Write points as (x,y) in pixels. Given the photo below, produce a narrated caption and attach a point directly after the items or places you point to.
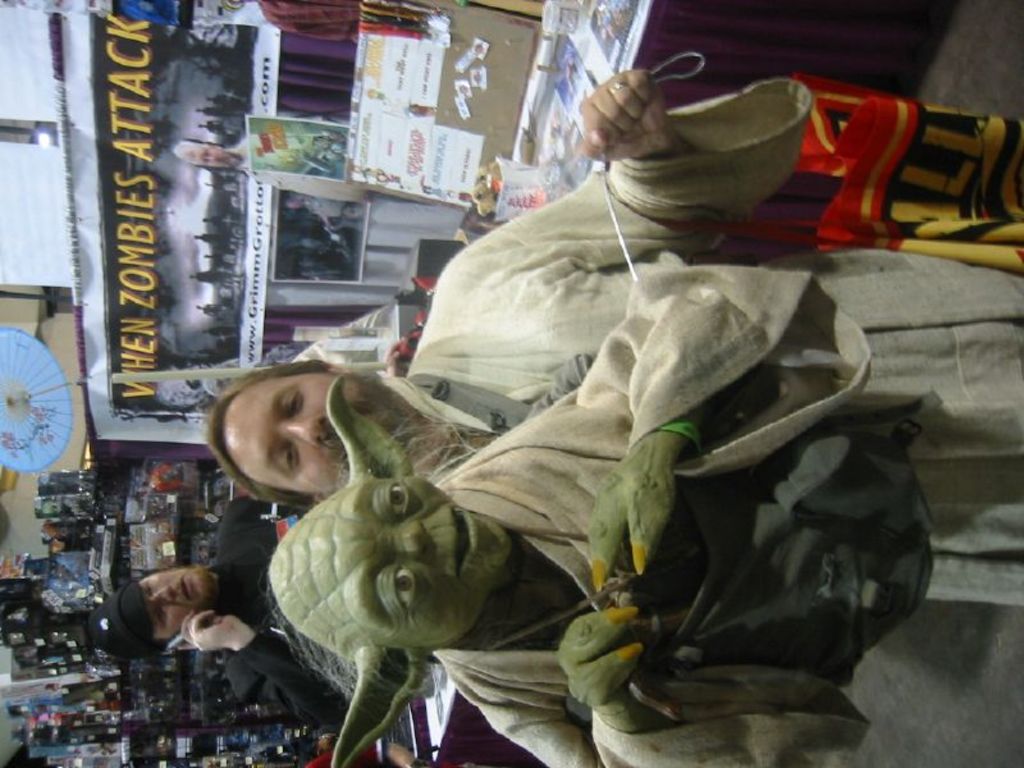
In this picture I can see there is a man (522,352) standing and he is holding a toy (620,506), it is in front of him and there is another person (161,616) standing in the backdrop (203,585) and he is speaking and holding a mobile phone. There are few a posters (345,174), papers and objects (92,740) in the backdrop (92,740).
